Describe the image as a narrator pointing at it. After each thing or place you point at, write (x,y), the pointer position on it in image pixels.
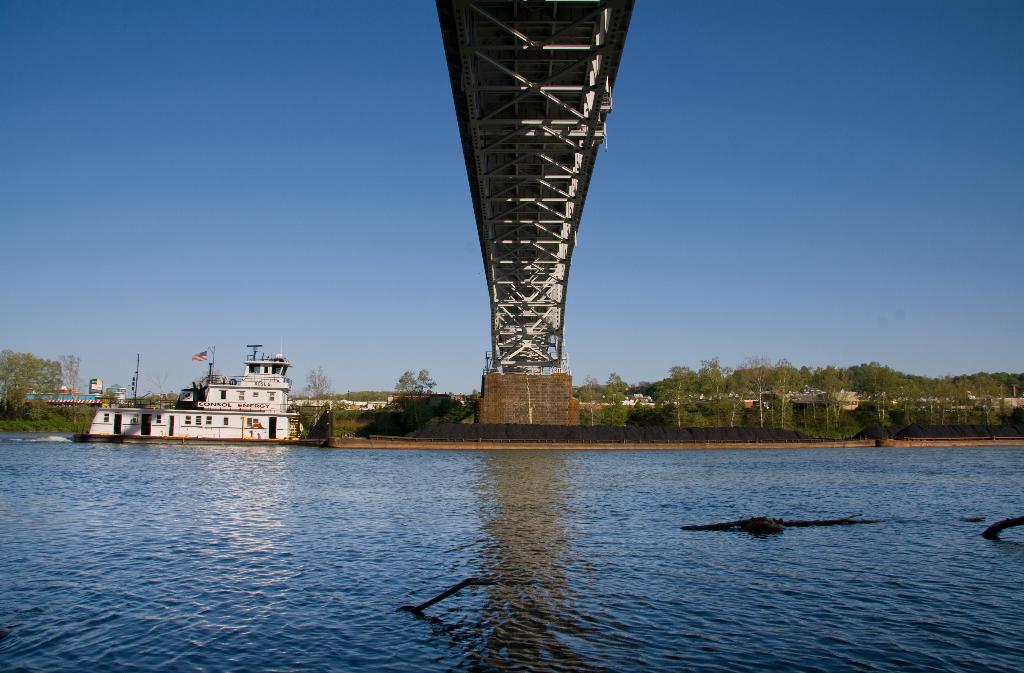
There is a river (215,517) and above the river (597,567) there is a bridge (496,322) and behind the river (214,451) there are lot of trees (773,395) and the left side (200,430) there is a barge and there is a big ship (221,419) sailing on the river (231,448).
